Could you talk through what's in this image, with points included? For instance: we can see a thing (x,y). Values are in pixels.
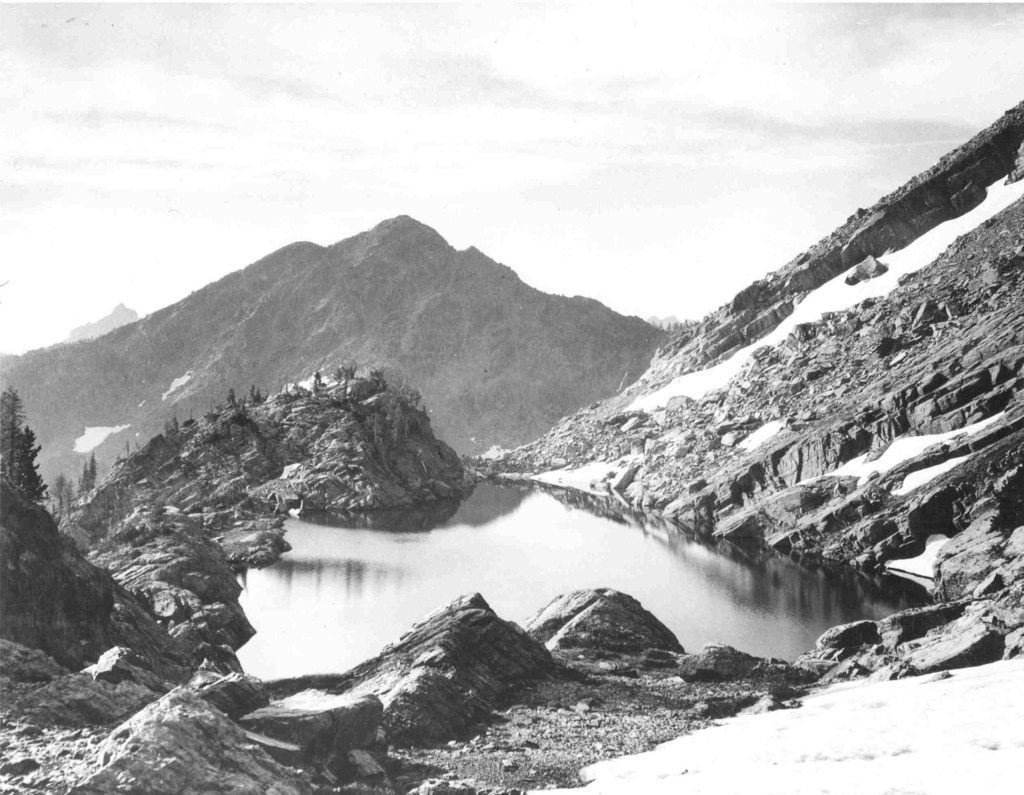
In this picture we can able to see mountains (489,284), hills (981,333) covered with snow (774,336). The sky (656,159) is very cloudy. The trees (13,427) are very far away from each other. The lake (453,509) is with fresh water (575,557).
